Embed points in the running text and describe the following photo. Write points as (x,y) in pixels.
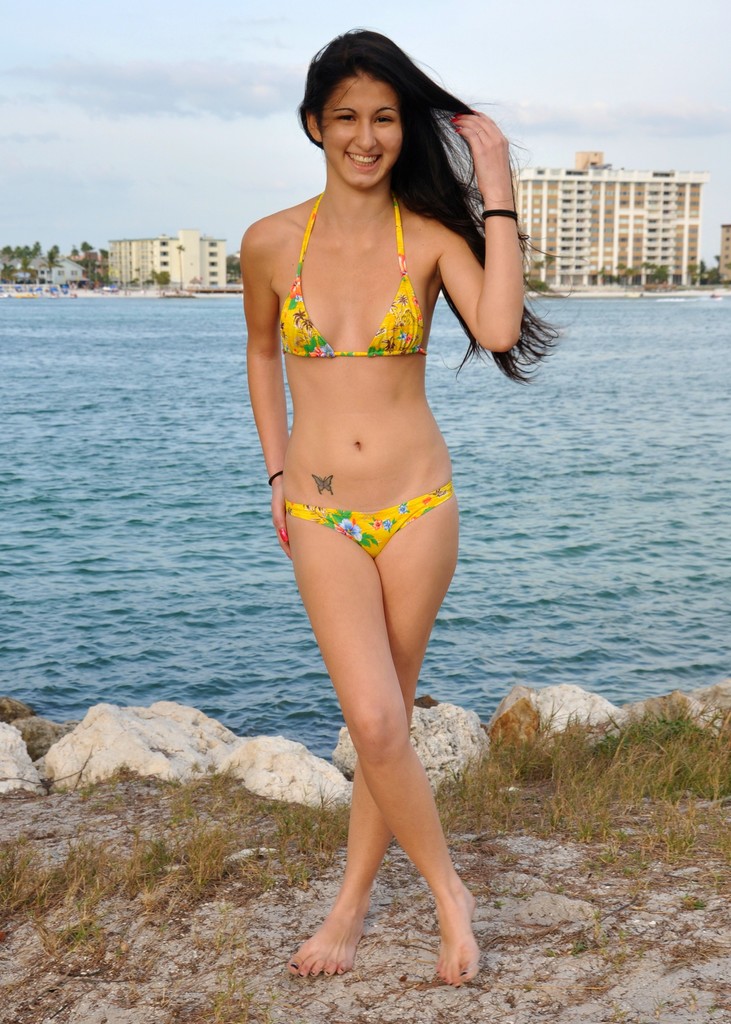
In this picture, we see the woman (424,572) is standing. She is smiling. At the bottom (248,958), we see the grass (200,844) and the rocks (213,757). Behind her, we see water (535,483) and this water (620,511) might be in the river (168,476). There are trees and buildings (659,220) in the background (51,257). At the top (274,112), we see the sky (622,80).
